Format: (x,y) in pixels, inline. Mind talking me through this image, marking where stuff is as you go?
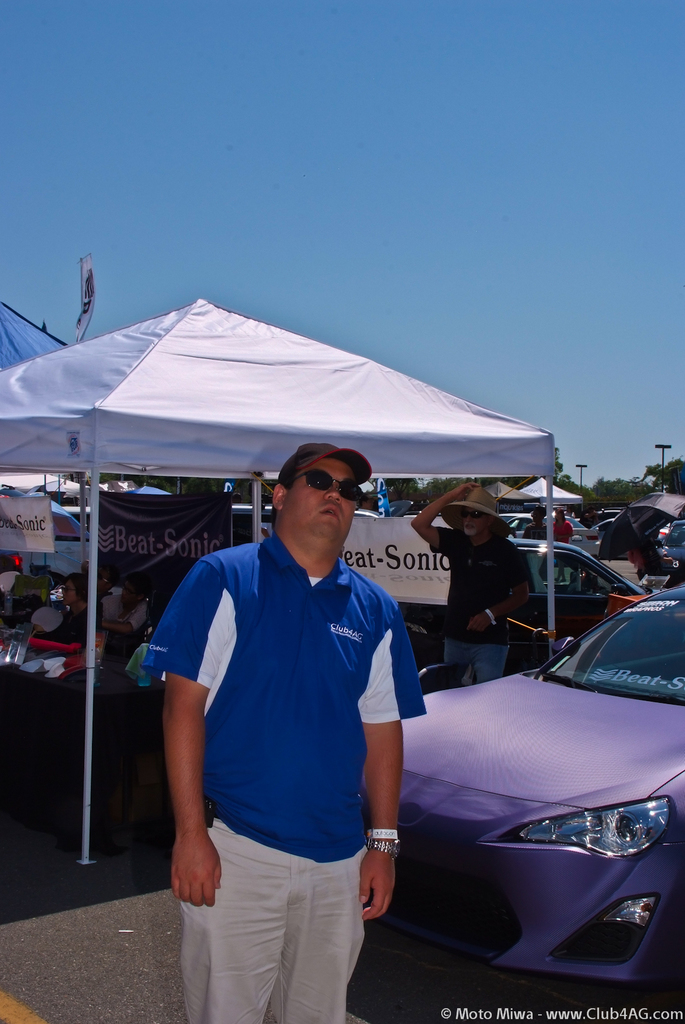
In this image I can see a person (300,714) wearing blue and white colored dress (293,744) is standing. In the background (574,487) I can see few tents (569,499), few persons (559,517), few vehicles (403,513), few trees (657,486) and the sky (414,264).
